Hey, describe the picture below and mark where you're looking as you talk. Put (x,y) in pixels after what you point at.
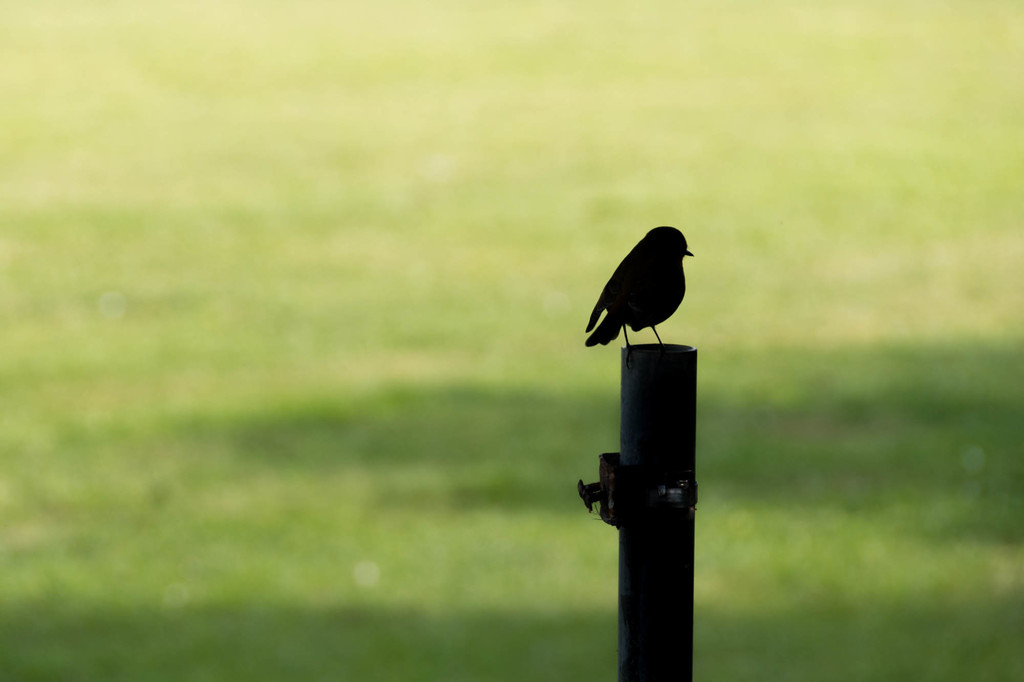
Here we can see a bird (676,276) on the pole (668,524). There is a blur background (834,623) in green color.
